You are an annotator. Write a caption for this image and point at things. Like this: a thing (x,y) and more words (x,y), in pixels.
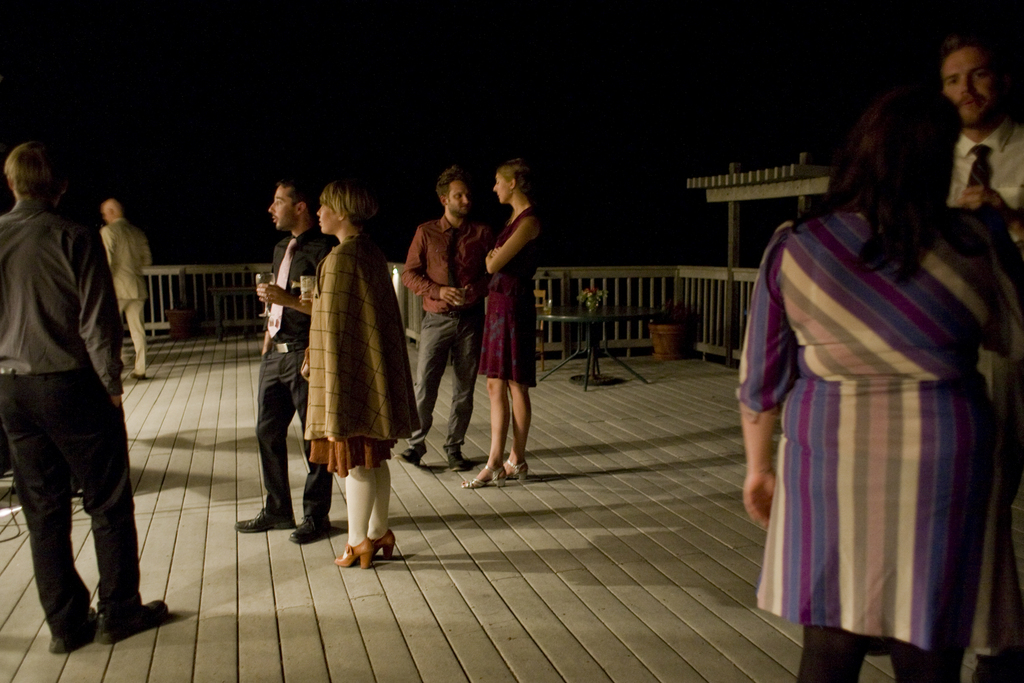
In this image, we can see people (137,333) standing and holding glasses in their hands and in the background (670,319), we can see table (600,322) and flower pots (670,340).
